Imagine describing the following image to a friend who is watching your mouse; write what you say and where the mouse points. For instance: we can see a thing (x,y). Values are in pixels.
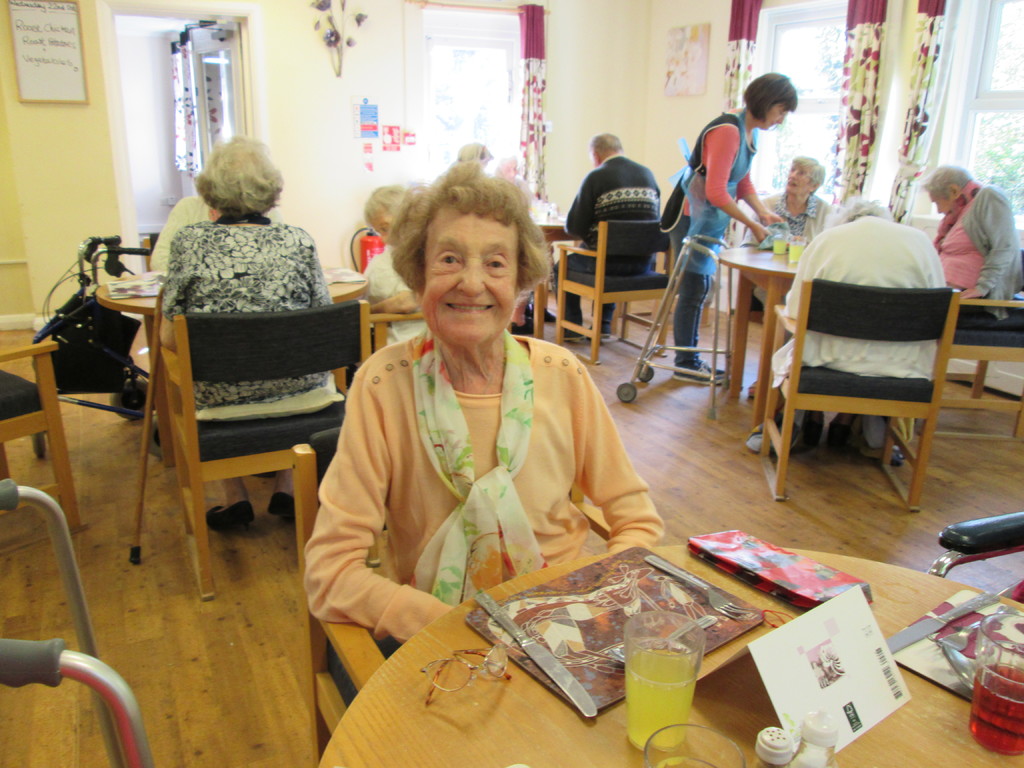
In the image we can see there is a woman (492,475) who is sitting on chair (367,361) and there are lot of people (970,277) who are sitting on chair (260,351) and in front of them there is a table (945,723) on which there is a juice glass (668,686), paper (824,655) and pouch (737,561).
